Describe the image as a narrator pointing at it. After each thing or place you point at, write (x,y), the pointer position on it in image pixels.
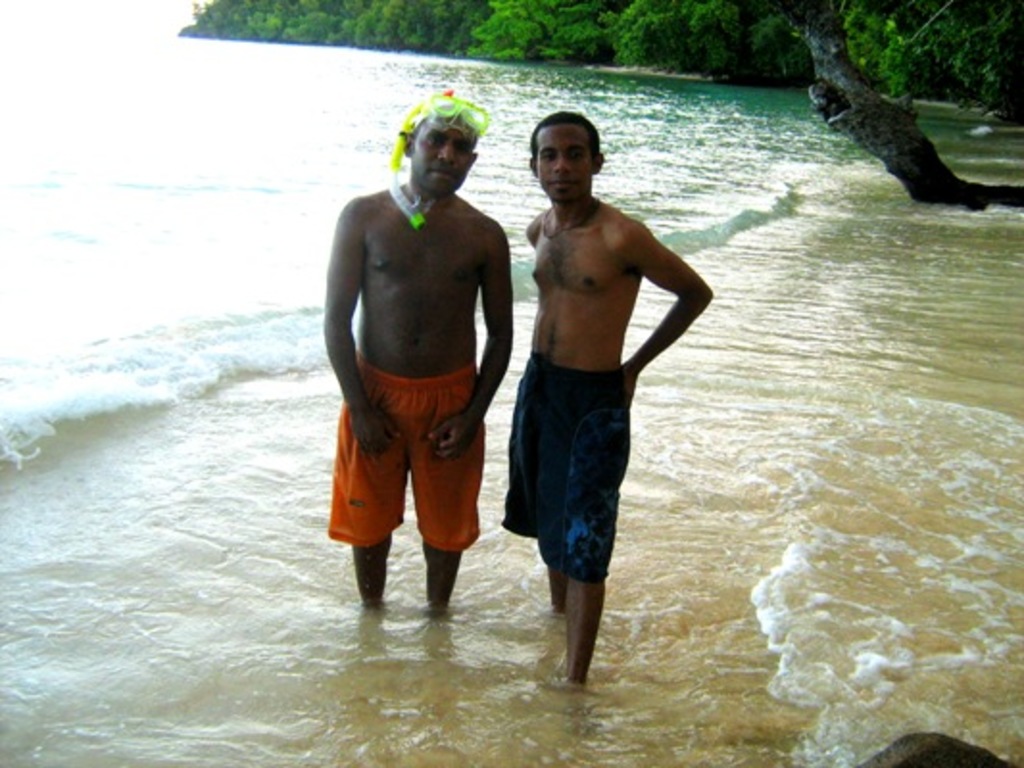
There are two persons (333,346) standing on water (293,724). On the background (544,57) we can see trees (451,43).
